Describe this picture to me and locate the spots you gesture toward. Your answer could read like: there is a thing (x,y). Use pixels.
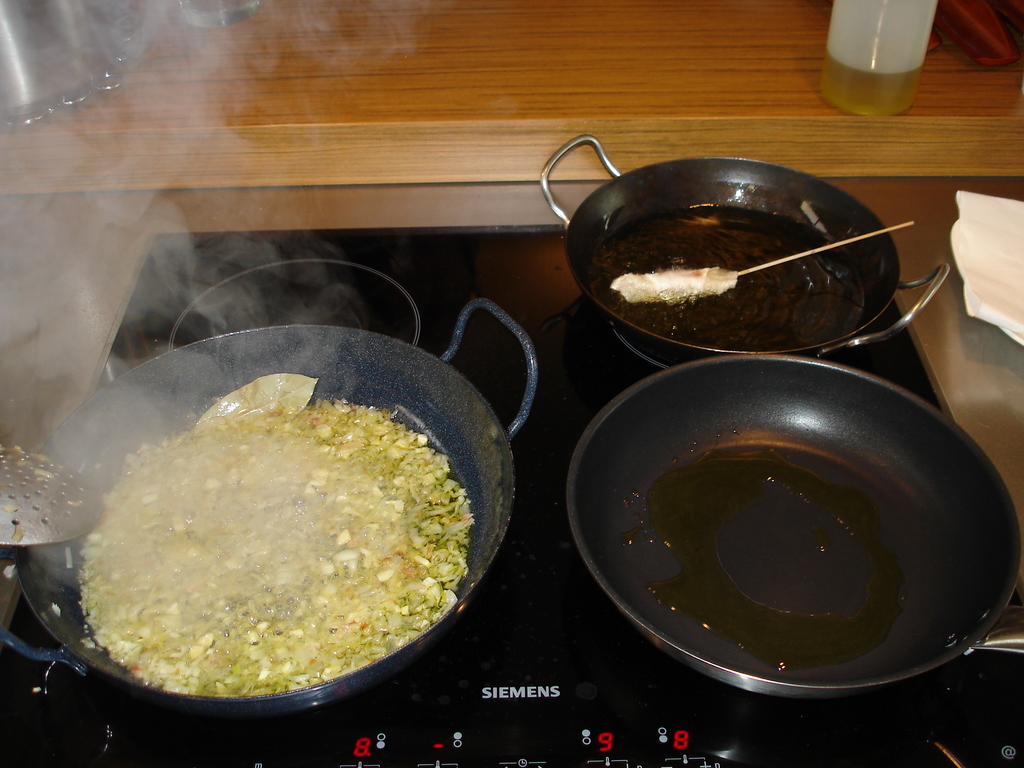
In this image we can see cooking pans (530,362) on the stove (553,230). In the background (256,170) there is a wooden surface (574,106) and a plastic container (876,97) on it.
